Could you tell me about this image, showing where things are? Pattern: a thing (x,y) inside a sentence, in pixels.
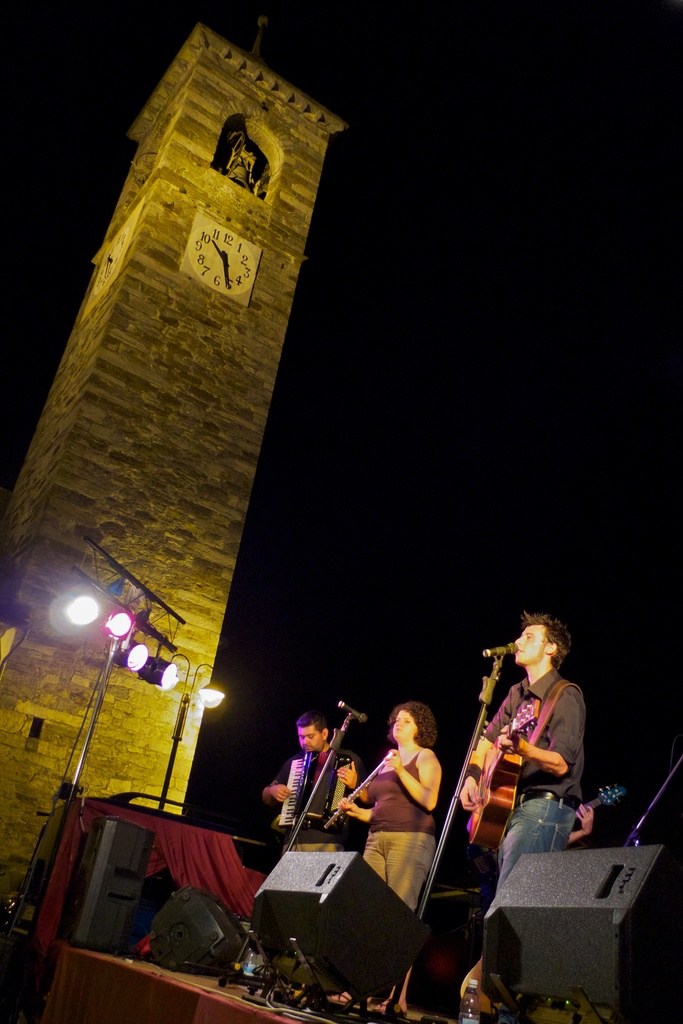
In the right (510,839) three persons (518,804) are standing in front of the mike (438,864) and singing a song and musical instruments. Behind that a person (585,824) is playing musical instrument (597,802) whose half visible. Behind that a pillar (270,291) is there on which a clock (247,244) is mounted and a statue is there. At the bottom (180,901) lights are visible and a stage (171,959) and speakers (171,959) are visible. This image is taken in an open air during night time.
